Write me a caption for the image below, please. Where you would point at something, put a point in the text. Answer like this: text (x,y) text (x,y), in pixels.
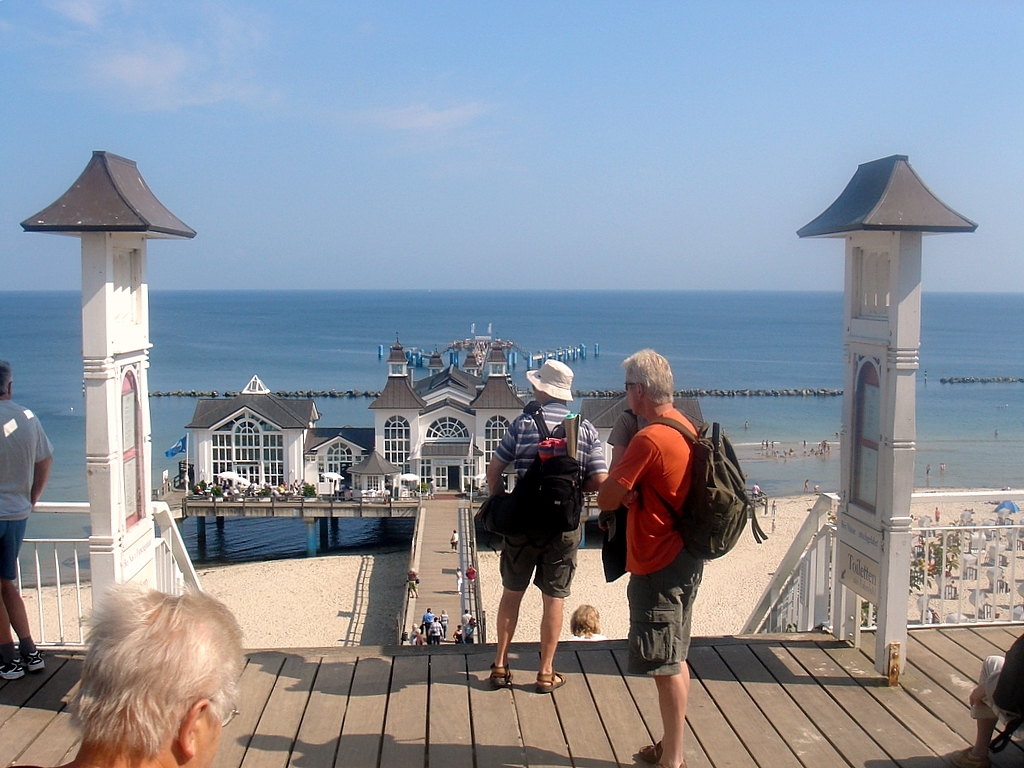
In this picture we can see a crowd of people (428,621) were in front (670,456) the person (655,449) is wearing orange color T-Shirt (661,465) and a bag (690,508) and the other person (528,441) is wearing T-Shirt (515,452) with the bag (562,522) and holding jacket (495,500) in his hand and we can see path (457,553) over here to the house (453,445) and in the background (404,315) we can see water (431,338), sky (428,141) with clouds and beside we have two persons (157,692) walking in their way and we can see some tents (962,527), bridges (315,531), pillars (886,515).
